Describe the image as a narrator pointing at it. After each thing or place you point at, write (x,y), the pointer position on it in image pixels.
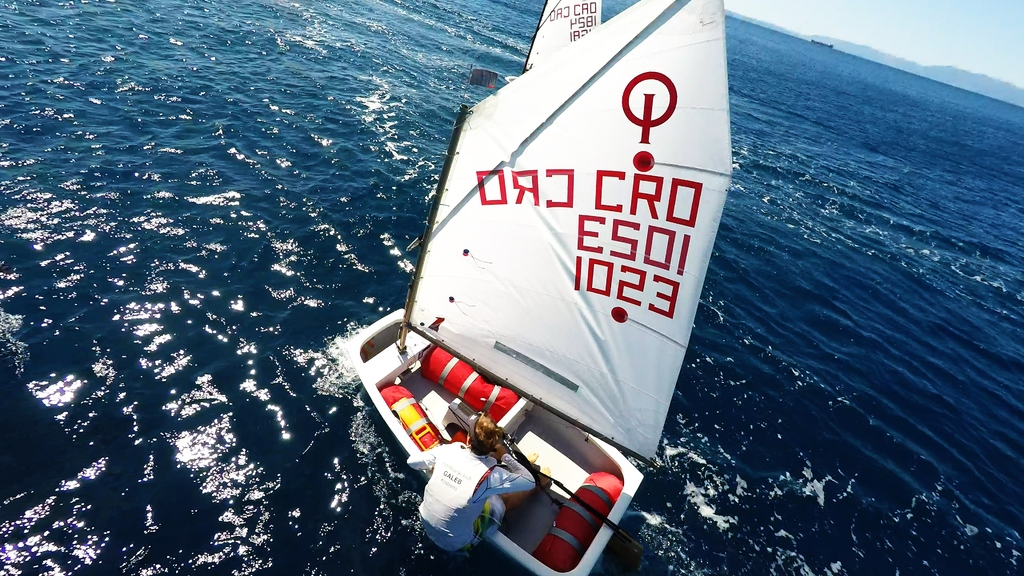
This image consists of a boat (542,517) in which there is a man (427,505) sitting. And we can see a white cloth (450,284). On which there is a text (593,234) in red color. At the bottom (91,419), there is water (325,470).
